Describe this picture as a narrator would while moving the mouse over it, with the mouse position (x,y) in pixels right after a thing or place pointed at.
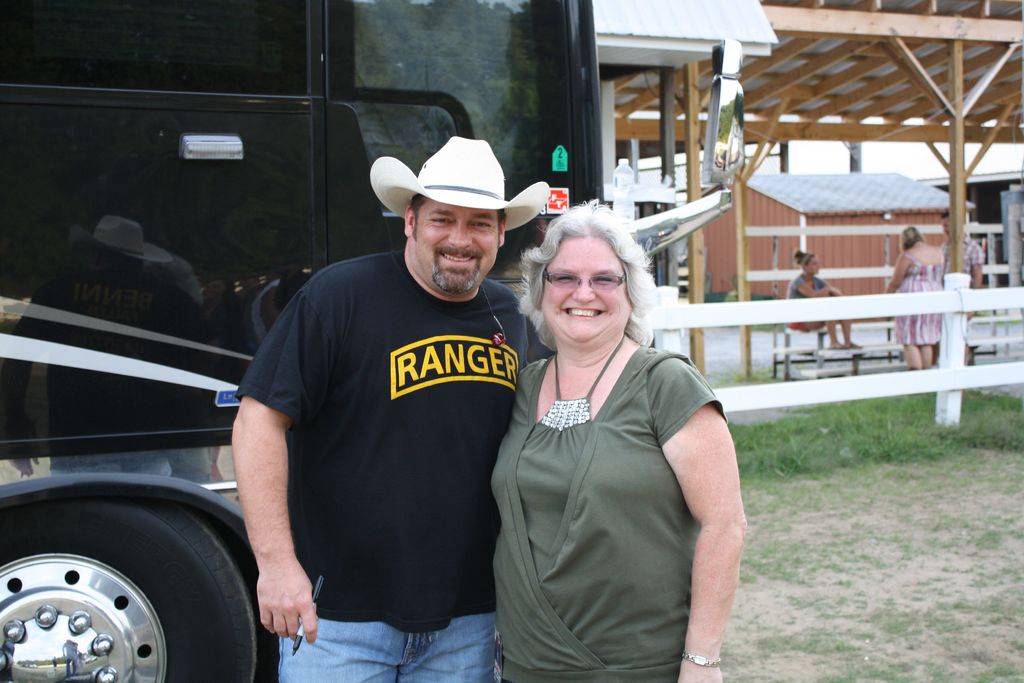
In this image in the front (519,378) there are persons (487,433) standing and smiling. In the center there is a vehicle (435,129) and there's grass (883,415) on the ground (896,421). In the background (803,297) there are persons (806,262) sitting and standing and there is a wooden shelter (850,80) and there is a fence (855,311).
